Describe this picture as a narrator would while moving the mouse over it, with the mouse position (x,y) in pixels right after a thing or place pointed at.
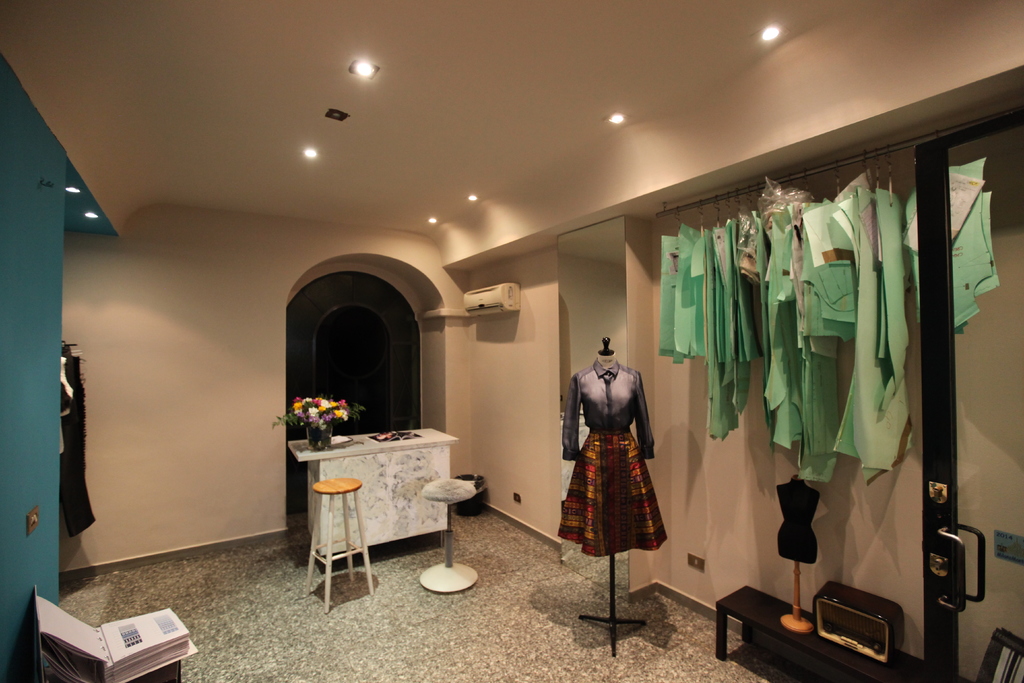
In the middle (391,454) there is a table (394,474) on the table (362,447) there is a flower vase (331,430), in front of the table (343,506) there is a stool (329,520). In the middle (628,453) there is a stand (609,610) with a dress (616,494). To the right (931,446) there is a door (963,486) and glass (976,435). To the top (361,77) there are many lights (619,117). On the left (115,637) there is a book (113,633). In the background (197,416) there is a wall (421,322) and AC (490,311).
